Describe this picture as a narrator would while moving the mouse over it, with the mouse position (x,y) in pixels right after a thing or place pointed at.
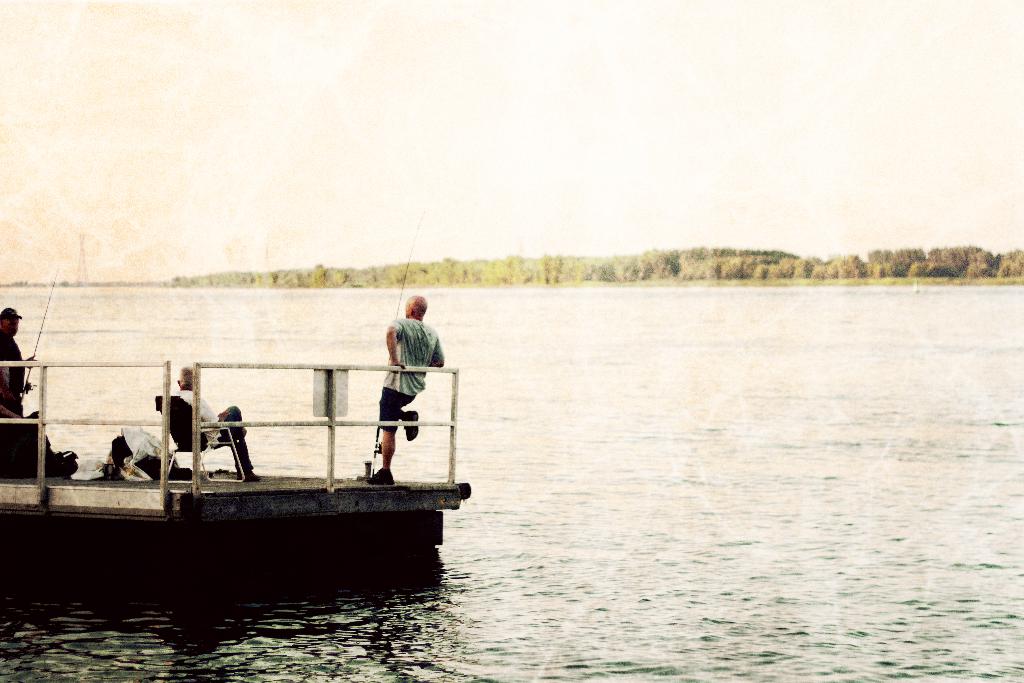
This picture is clicked outside. On the left (71,519) we can see an object (327,528) in the water body (445,556) and we can see the two persons (1,387) standing on the object (273,495) and we can see a person (184,373) sitting on the chair (185,431) and there are some objects (142,449) and the metal rods (195,379). In the background (455,157) we can see the sky (530,193), trees (1022,273) and some other objects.
